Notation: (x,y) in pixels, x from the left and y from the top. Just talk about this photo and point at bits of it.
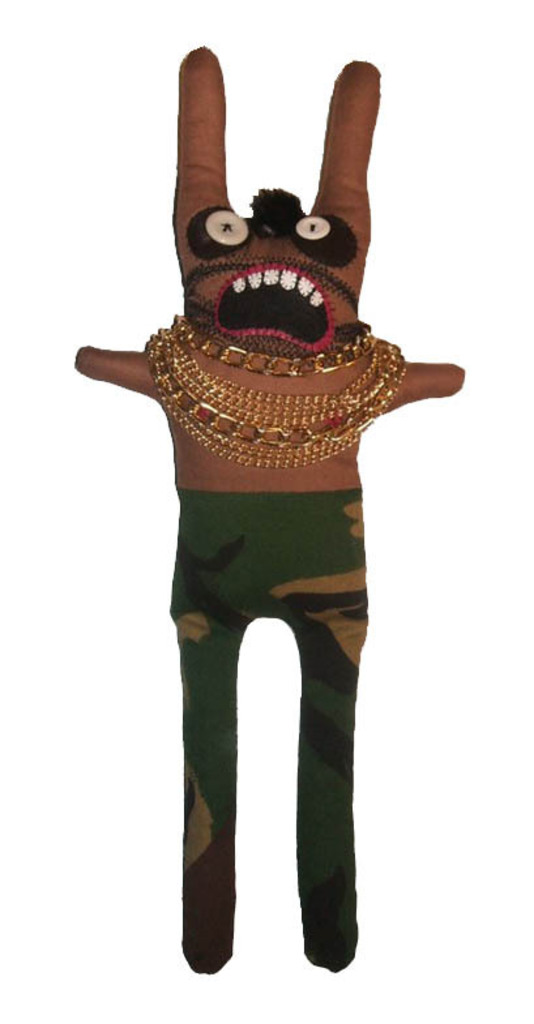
In the picture we can see a doll (223,662) which is brown in color with a green color trouser (228,782) with some designs (354,628) on it and to the doll (271,278) we can see some gold chains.
